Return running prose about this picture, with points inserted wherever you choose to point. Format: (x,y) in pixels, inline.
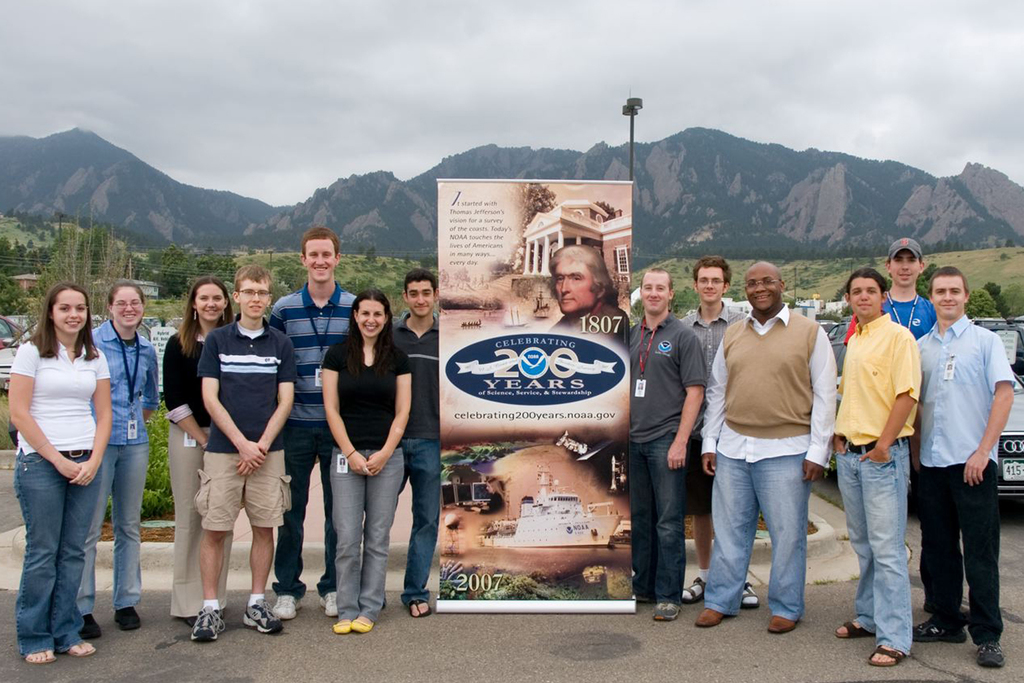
In the foreground of the picture (298,330) there are people (641,341) standing, few of them are wearing identity cards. In the center of them there is a banner (525,435). In the center of the picture (344,268) there are cars (841,351), buildings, plants (156,471) and trees (91,273). In the background (526,168) there are trees (107,259), mountains (561,162). Sky (268,180) is cloudy.
